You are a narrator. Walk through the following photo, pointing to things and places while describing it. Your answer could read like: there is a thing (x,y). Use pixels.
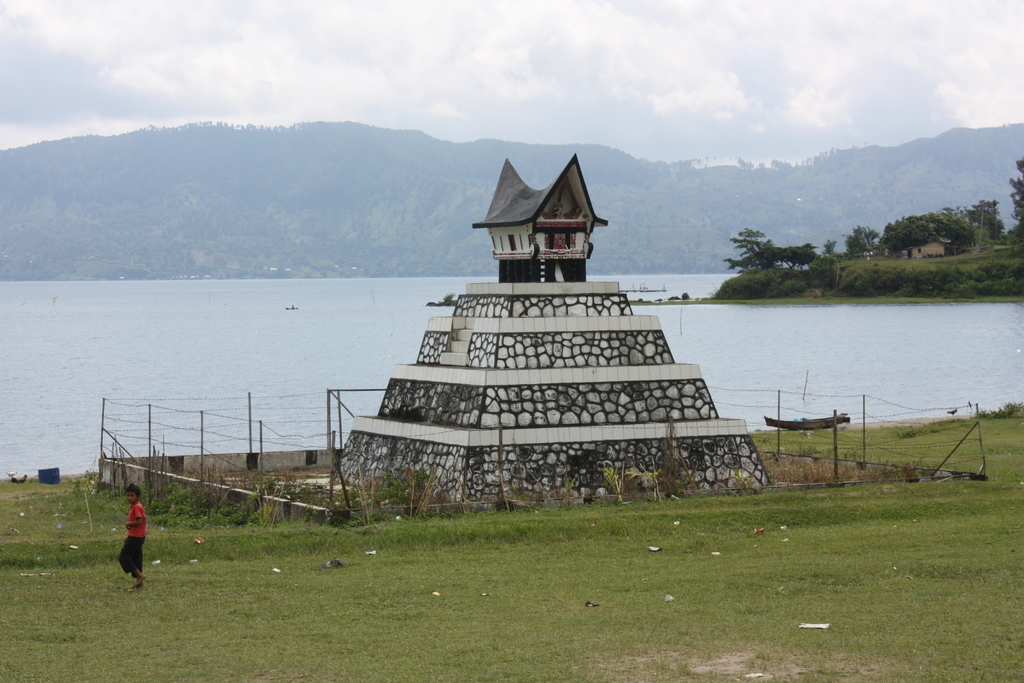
In this image I see a thing (495,329) over here which is of white and black in color and I see the fencing (153,436) and I see the green grass (872,455) and few plants (194,507) and I see a child (131,535) over here. In the background (111,415) I see the water (970,384), mountains (846,211), trees (954,240) and the sky (567,90) which is a bit cloudy.
